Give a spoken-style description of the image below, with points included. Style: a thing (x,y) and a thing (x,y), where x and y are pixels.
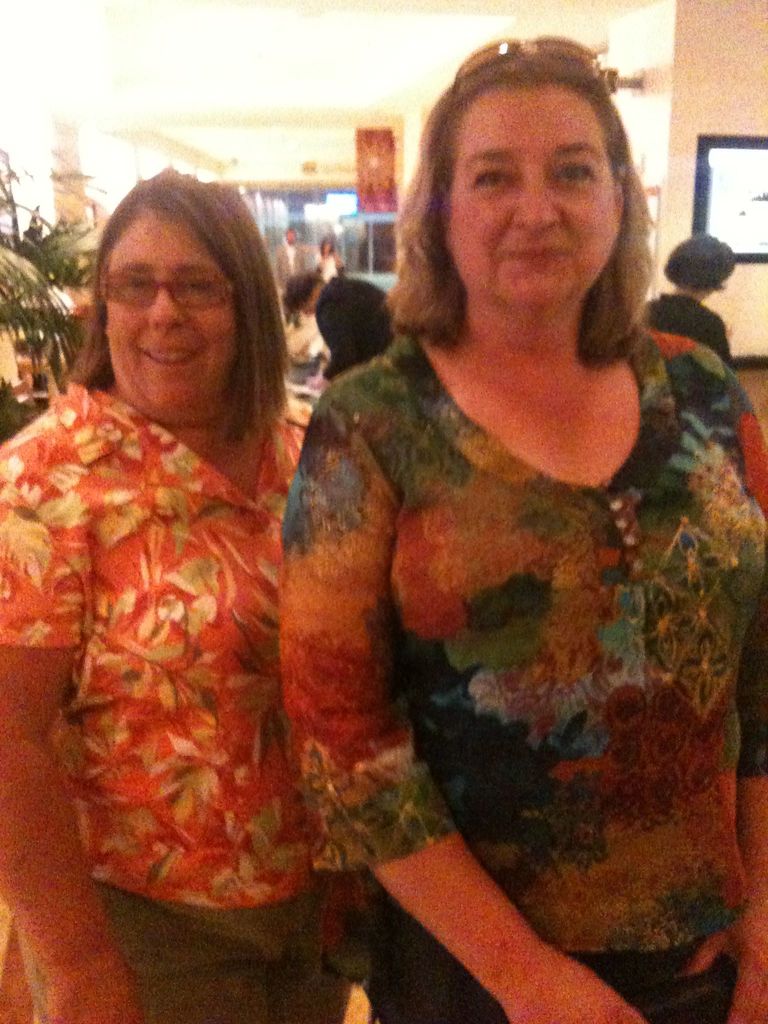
In this image there are two women's (325,798) standing as we can see in the middle of this image (440,559). There are some persons (329,292) in the background (329,292). There is a screen (721,218) attached on the wall (686,215) as we can see on the right side of this image (679,222). There are some leaves (37,272) of a plant (58,305) on the left side of this image (62,294).
